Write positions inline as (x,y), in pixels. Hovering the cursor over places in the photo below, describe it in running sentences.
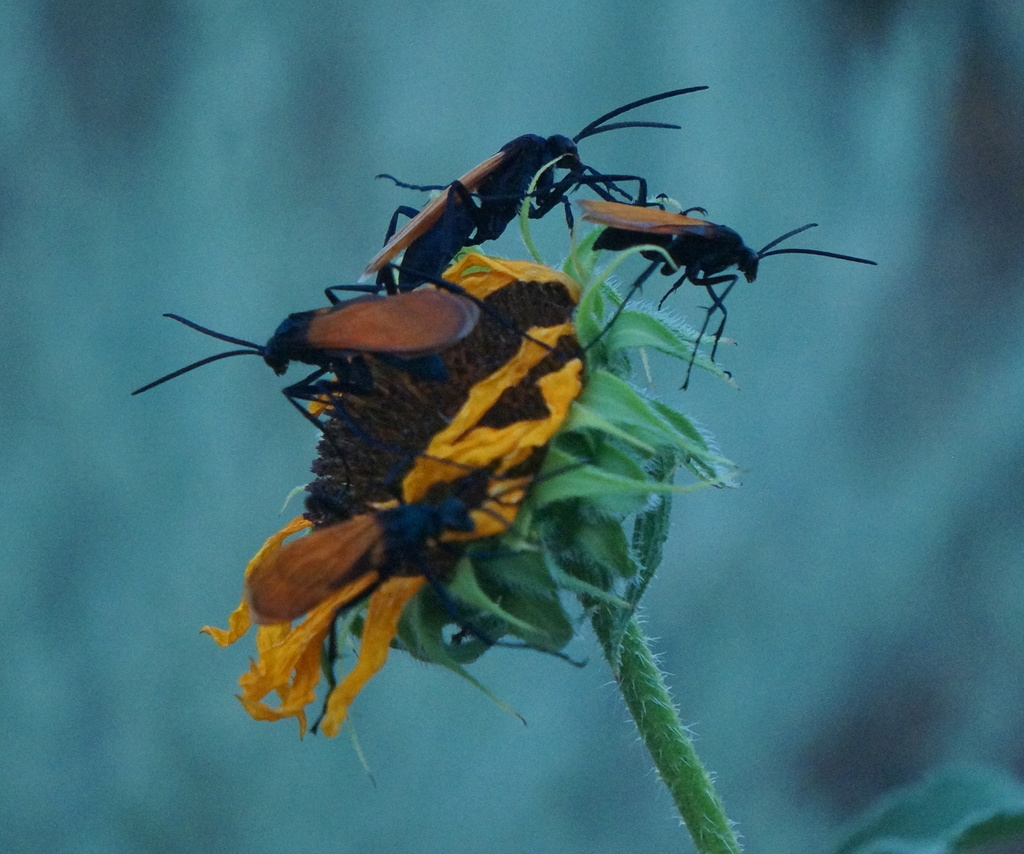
In this image, we can also see some insects (337,524) on a flower (480,388). We can see the background (940,475).
